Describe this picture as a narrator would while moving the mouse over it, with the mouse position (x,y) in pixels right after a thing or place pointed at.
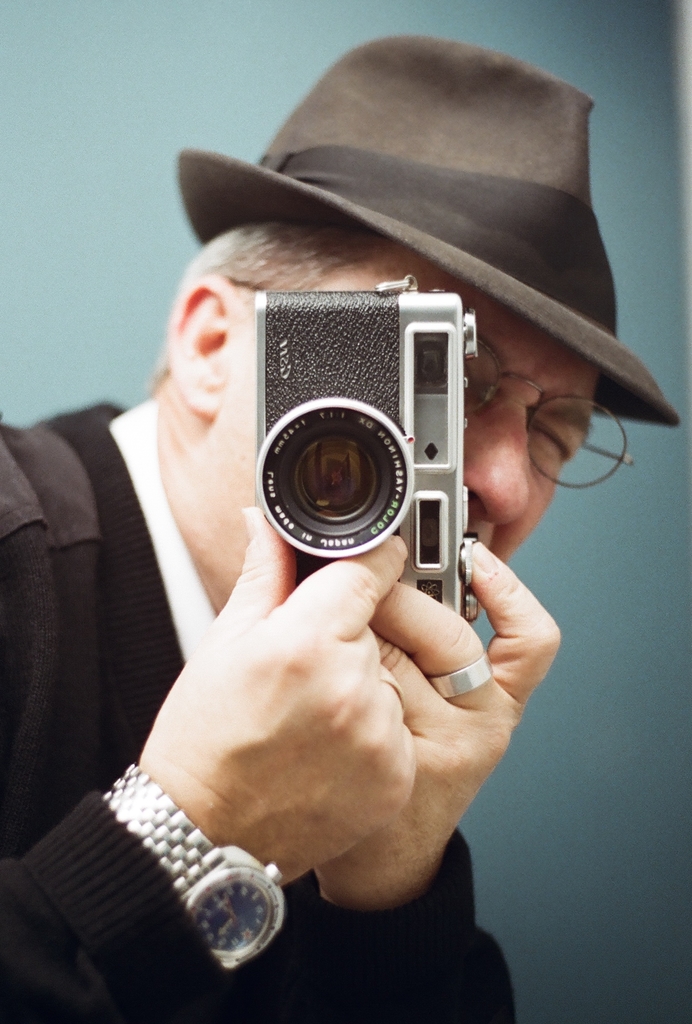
This image consists of a man (339,806) who is wearing black dress (11,636) and brown hat (461,242). He is holding a camera (432,413) in his hand (430,642). He is also wearing watch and specs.
